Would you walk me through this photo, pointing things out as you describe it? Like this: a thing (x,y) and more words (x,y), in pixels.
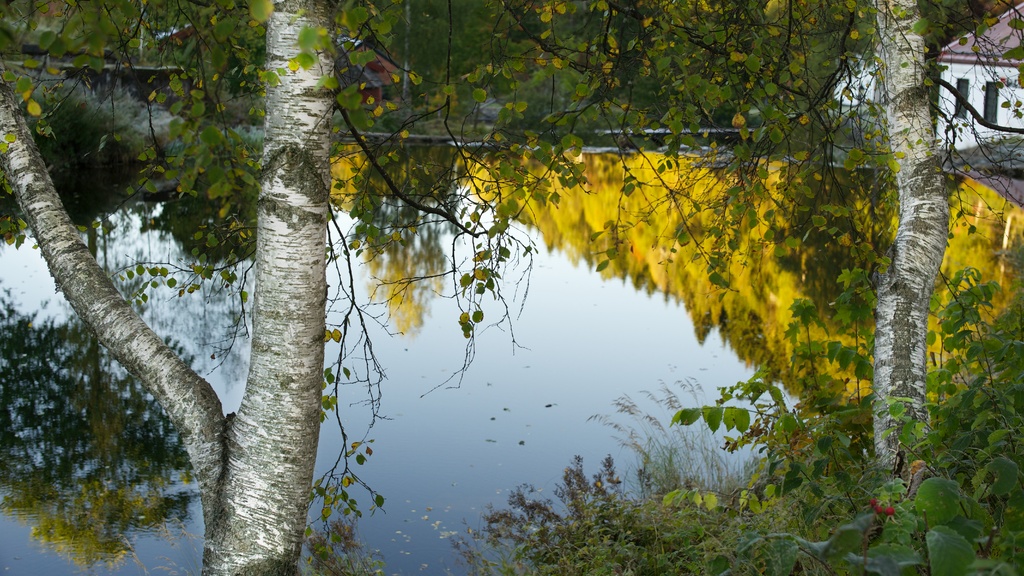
In this picture I can see a house (861,59), there are plants (604,23), there is a reflection (41,435) of trees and sky (388,378) on the water (578,404).
